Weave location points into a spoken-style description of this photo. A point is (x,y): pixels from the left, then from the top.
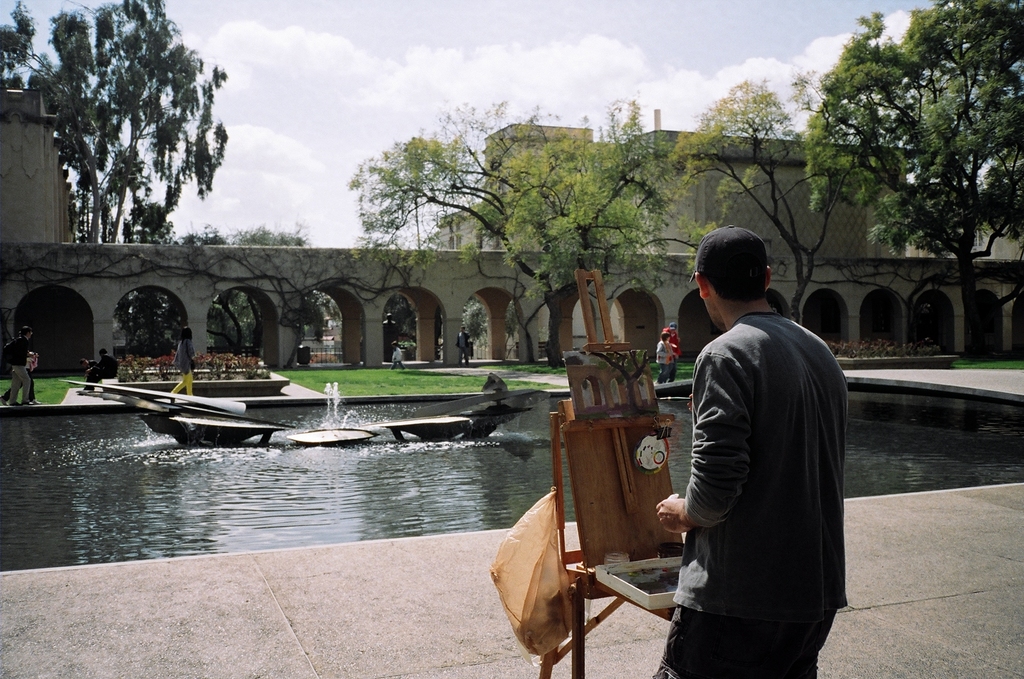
In this image I can see on the right side (745,650) a man (810,608) is standing and looking at the waterfall (436,437). He wore t-shirt (727,567), trouser (702,660) and a black color cap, in the middle (455,430) there is a water fall (516,404). Few people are walking at here and there are trees (547,291). It looks like a fort (630,292), at the top (467,129) it is the sky (410,102).
